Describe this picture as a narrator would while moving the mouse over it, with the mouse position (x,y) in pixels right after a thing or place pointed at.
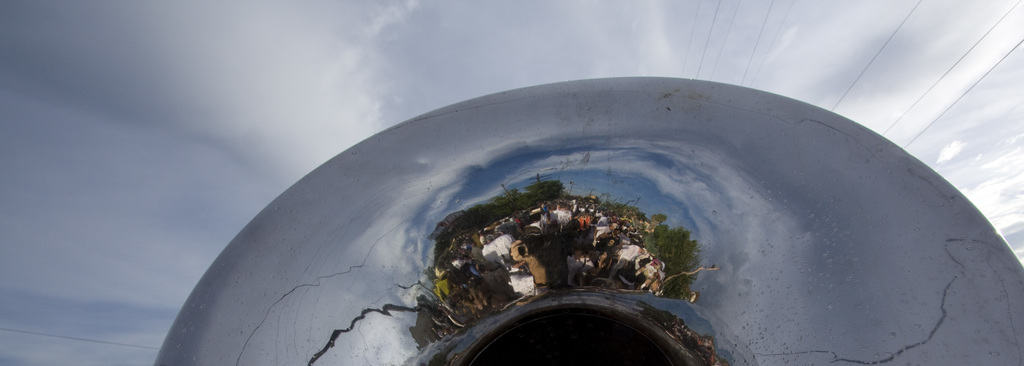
In this image, this looks like a brass instrument (653,270). I can see the reflection (578,285) on it. These are the clouds (228,112) in the sky (909,21).
